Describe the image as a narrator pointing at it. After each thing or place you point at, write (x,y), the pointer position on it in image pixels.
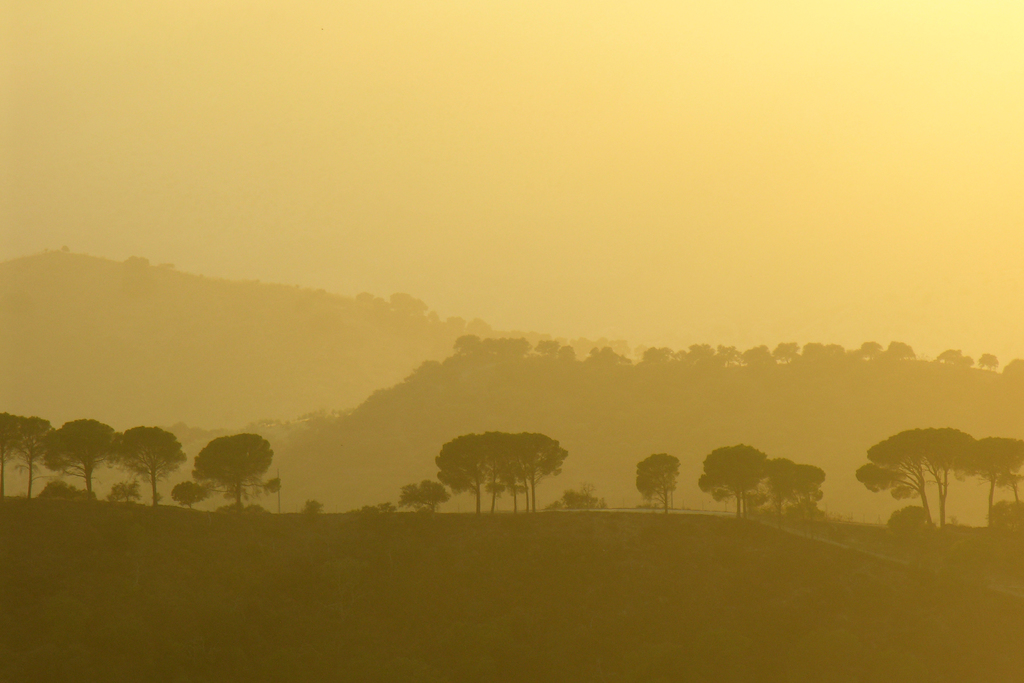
In this image we can see trees (776,470), hills (311,328) and sky (471,162).
